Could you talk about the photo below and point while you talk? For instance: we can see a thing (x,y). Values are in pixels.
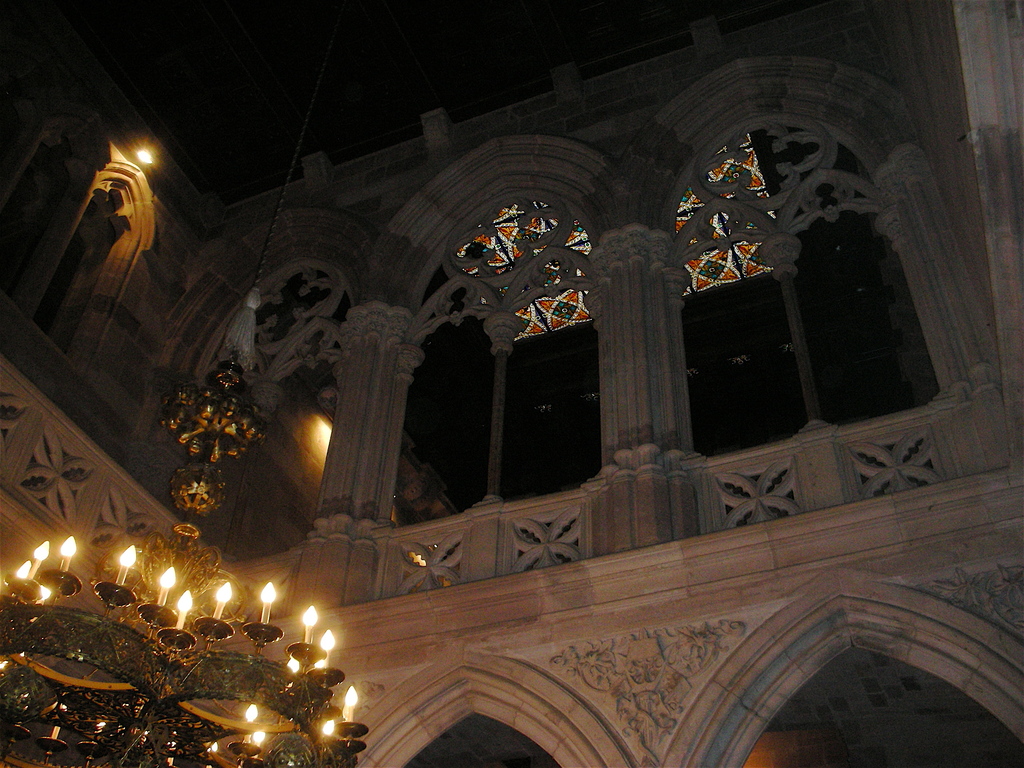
In the picture I can see the building construction (854,684) and there is an arch design construction (480,674). I can see the chandelier (134,557) onto the roof (355,11).
